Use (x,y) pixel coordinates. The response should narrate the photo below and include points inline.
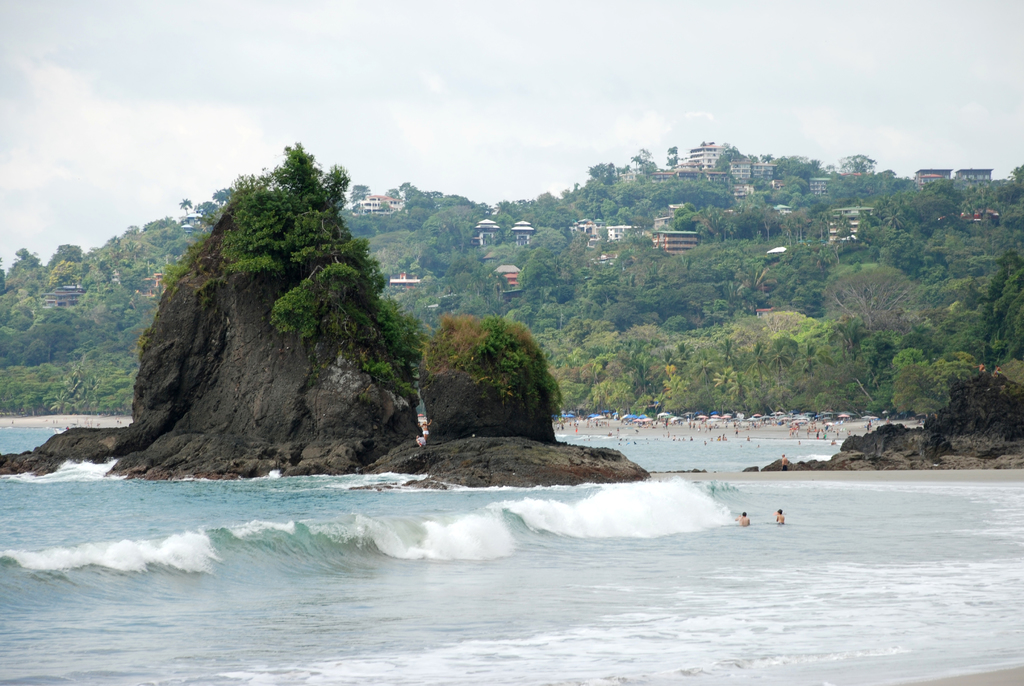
In this image we can see the ocean (484,542) and there are some rocks (840,467) with plants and we can see some people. In the background (618,360), we can see some buildings (664,238) and trees (917,313) and there are some tents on the sea shore (829,433) and at the top (440,133) we can see the sky (382,54).
